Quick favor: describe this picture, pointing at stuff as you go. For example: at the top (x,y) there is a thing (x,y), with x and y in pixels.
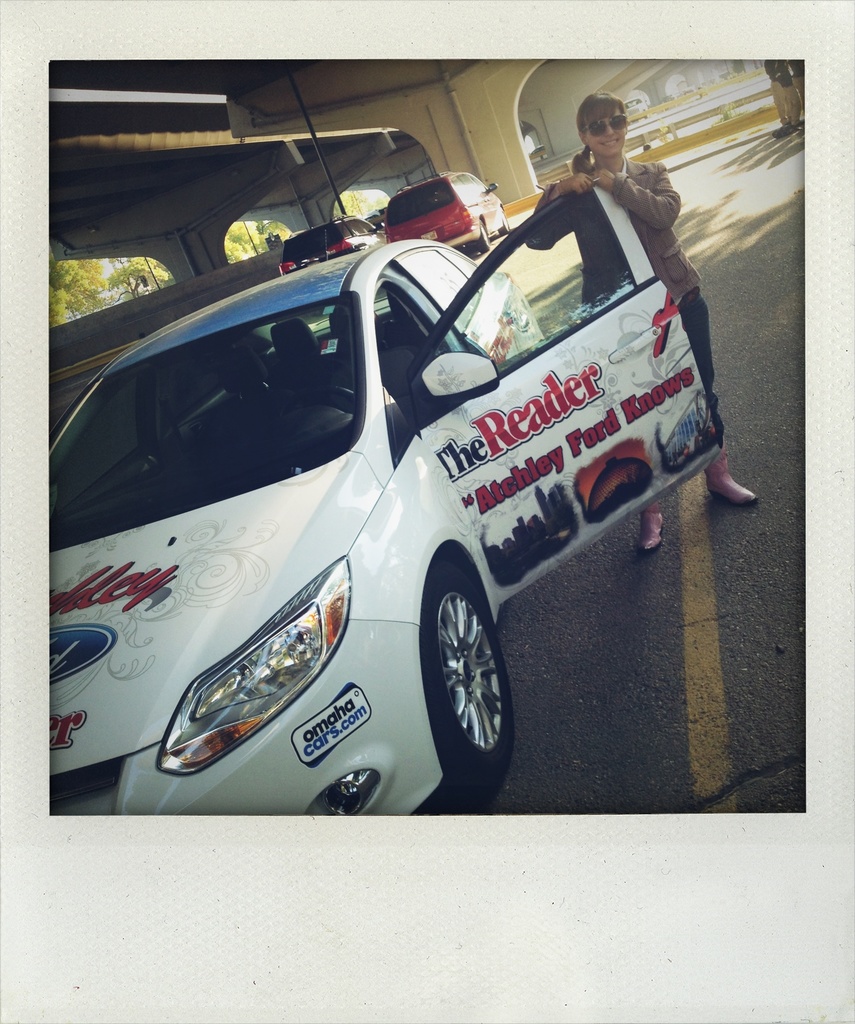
In this picture, we see cars (286,378) parked on the road (519,674) under the bridge (204,242). Woman (648,244) in the brown jacket (654,225) is standing beside the car (581,331) and she is smiling. We even see some text (662,396) written on the car (412,653). There are many trees (114,285) and vehicles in the background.
